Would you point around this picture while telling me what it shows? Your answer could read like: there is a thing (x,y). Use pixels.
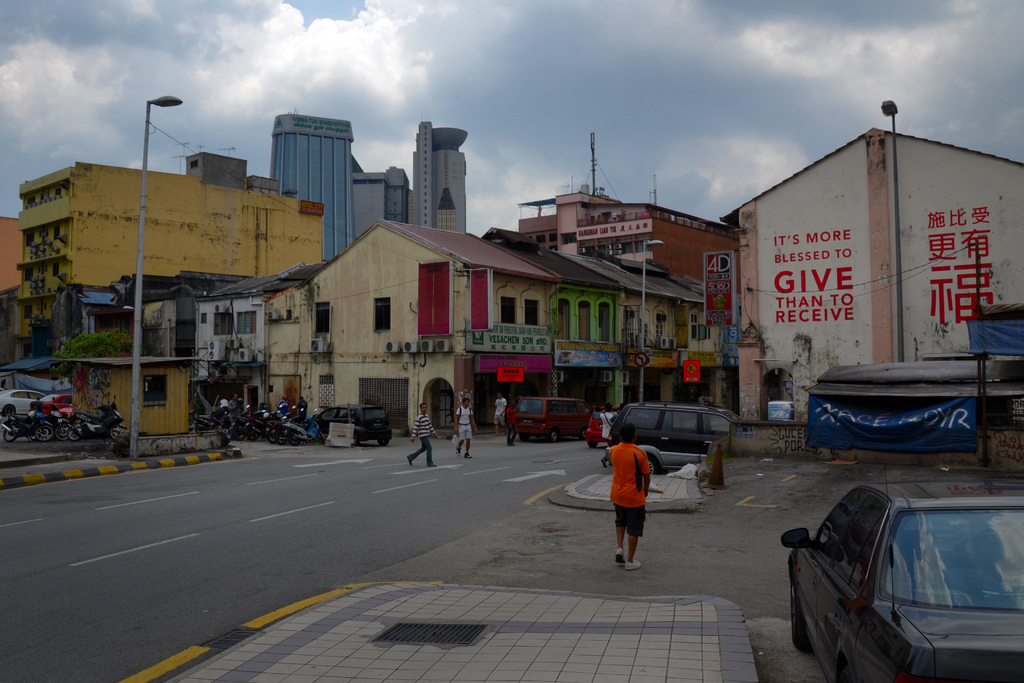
In this picture we can see some people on the road (407,461), vehicles (645,420), light poles (139,418), posters (590,347), buildings (394,252), tree (103,347), some objects (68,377) and in the background (321,72) we can see the sky (521,63) with clouds (337,67).
